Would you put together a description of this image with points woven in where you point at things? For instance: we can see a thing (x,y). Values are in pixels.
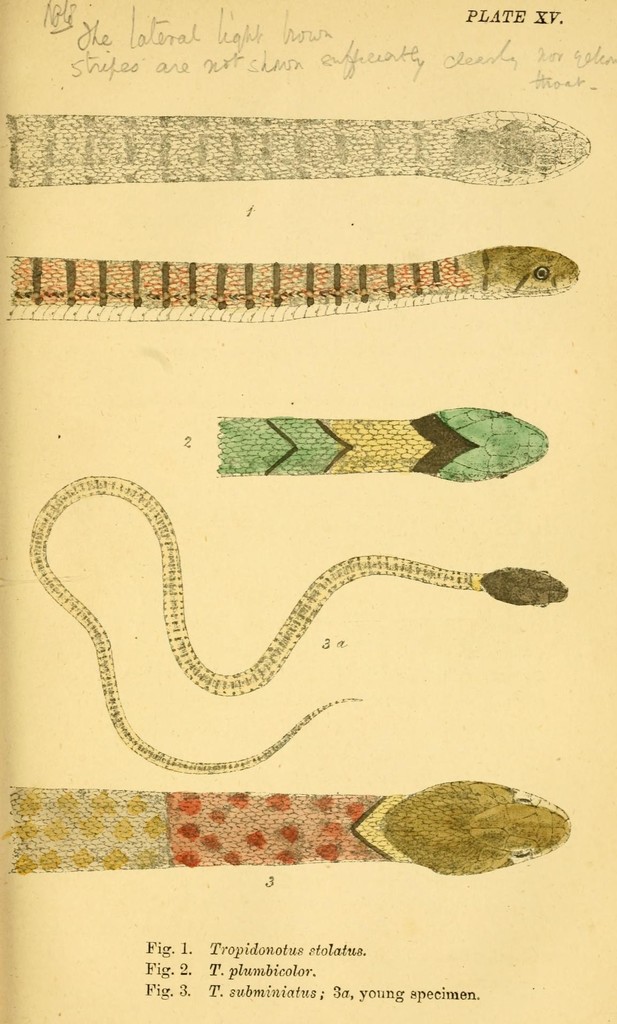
In this image there is a paper (173,567). On the paper (220,802) there are images of snakes (348,852) and some text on it.
